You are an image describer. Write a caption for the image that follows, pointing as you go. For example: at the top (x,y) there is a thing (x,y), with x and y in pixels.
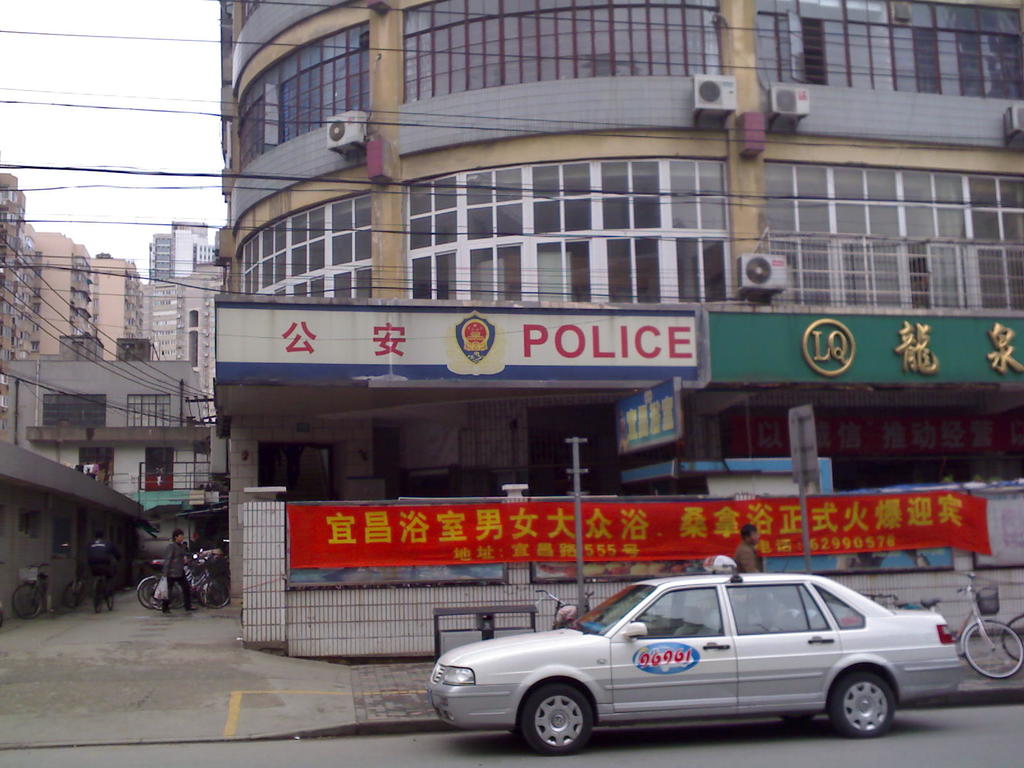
In this picture, there is a car (653,652) on the road (661,735) which is at the bottom (659,753). Behind it, there are bicycles (966,582) and a man (747,536). On the top right (752,108), there is a building (440,353) with windows (479,262), text (651,327) and air conditioners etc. Towards the bottom left (109,602), there are people (94,565) and bicycles (200,591). Towards the left (67,315), there are buildings (194,447) and sky (55,155).
